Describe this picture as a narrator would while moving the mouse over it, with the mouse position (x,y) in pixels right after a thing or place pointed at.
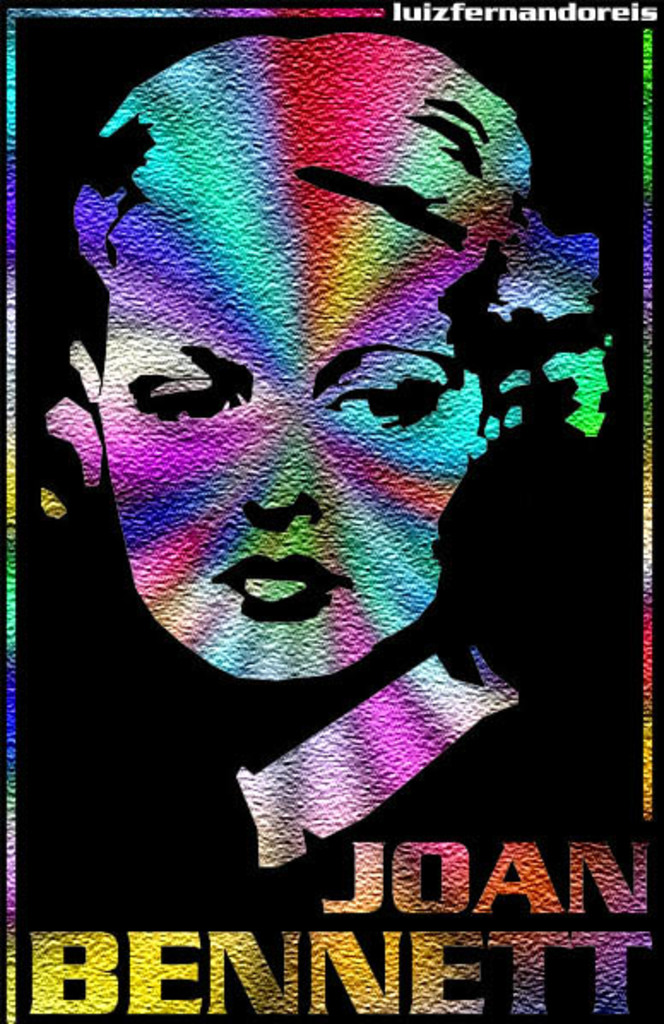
In this picture we can see a colorful image (434,87) of a woman (266,456) on the display (39,838).
